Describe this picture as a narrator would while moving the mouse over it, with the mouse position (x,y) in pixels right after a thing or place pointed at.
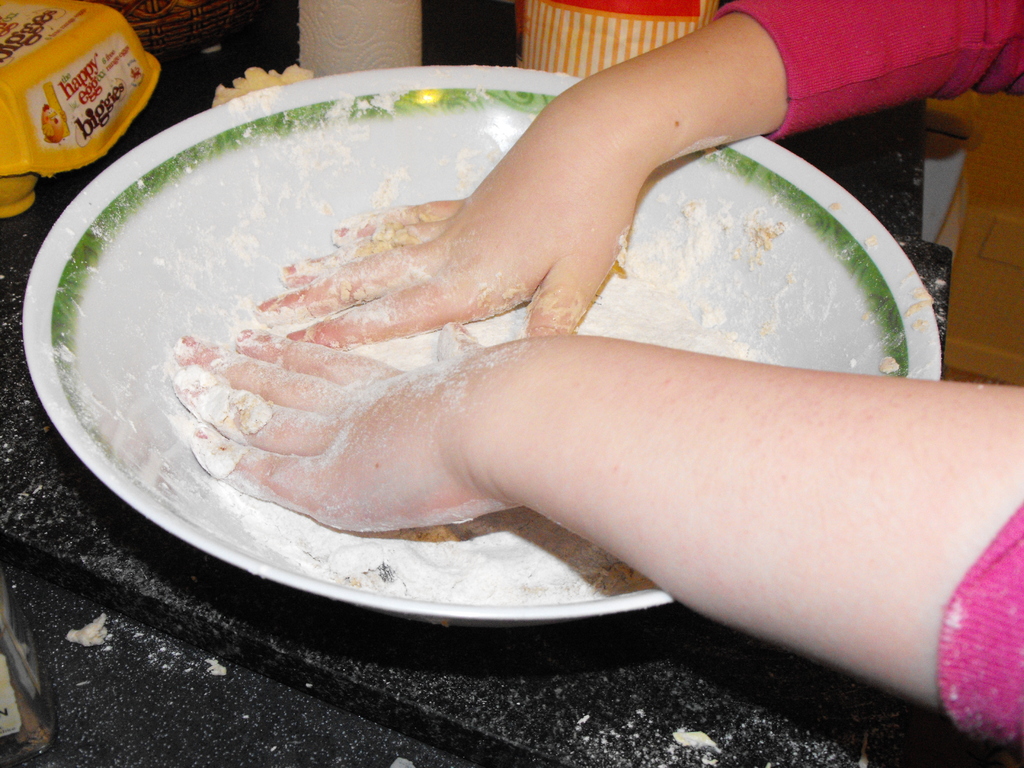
In this picture there is a woman hands (603,460) in the white bowl (811,368) mixing the flour (439,586) which is placed on the kitchen platform (360,690). Behind there is a yellow box (77,104) and bread packet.
